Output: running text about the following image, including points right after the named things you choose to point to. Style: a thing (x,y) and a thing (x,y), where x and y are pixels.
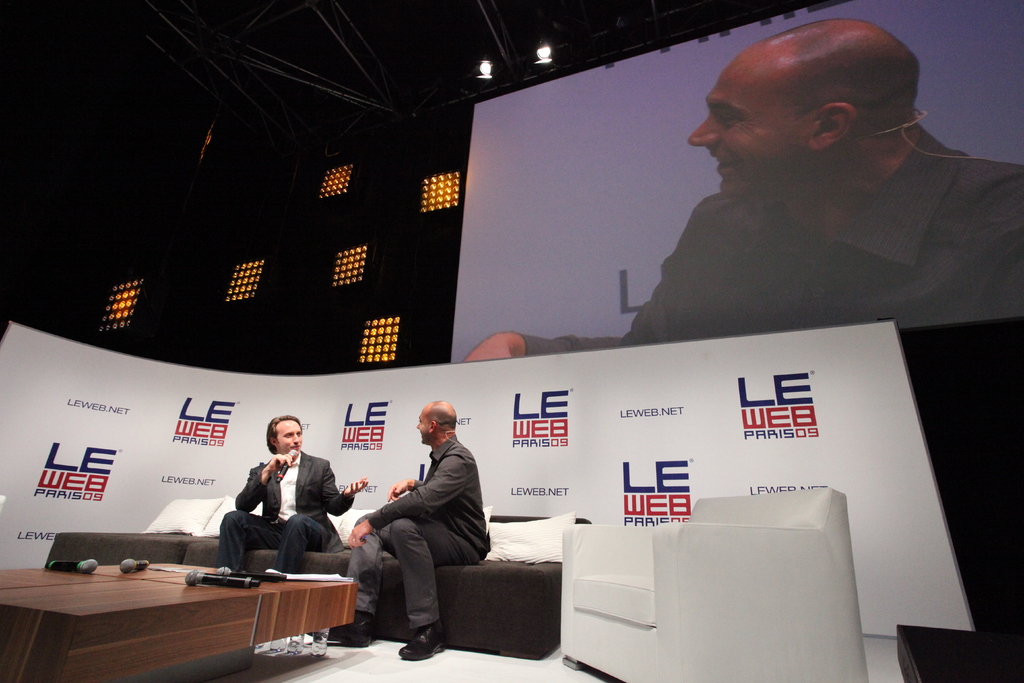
In this image we can see men (367,568) sitting on the sofa (345,566) and a table (166,605) is placed in front of them. On the table (139,586) there are mics (250,583) and papers (325,579). In the background (539,249) there are advertisements (471,387), couch (699,568) and a display screen (643,200).
